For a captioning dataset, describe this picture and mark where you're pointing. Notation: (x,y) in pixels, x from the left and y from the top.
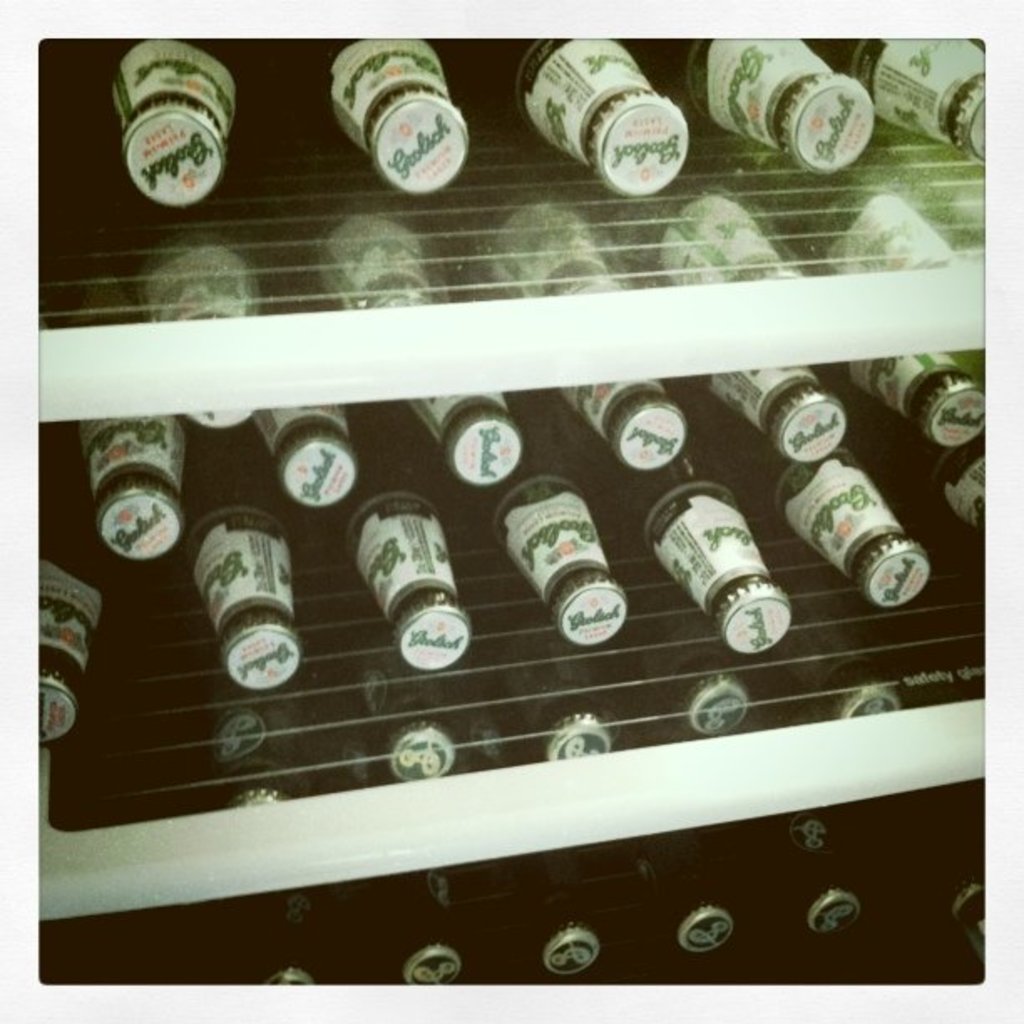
In this picture there are the bottles (412,299), group of bottles (412,299) on the shelf (530,230).
